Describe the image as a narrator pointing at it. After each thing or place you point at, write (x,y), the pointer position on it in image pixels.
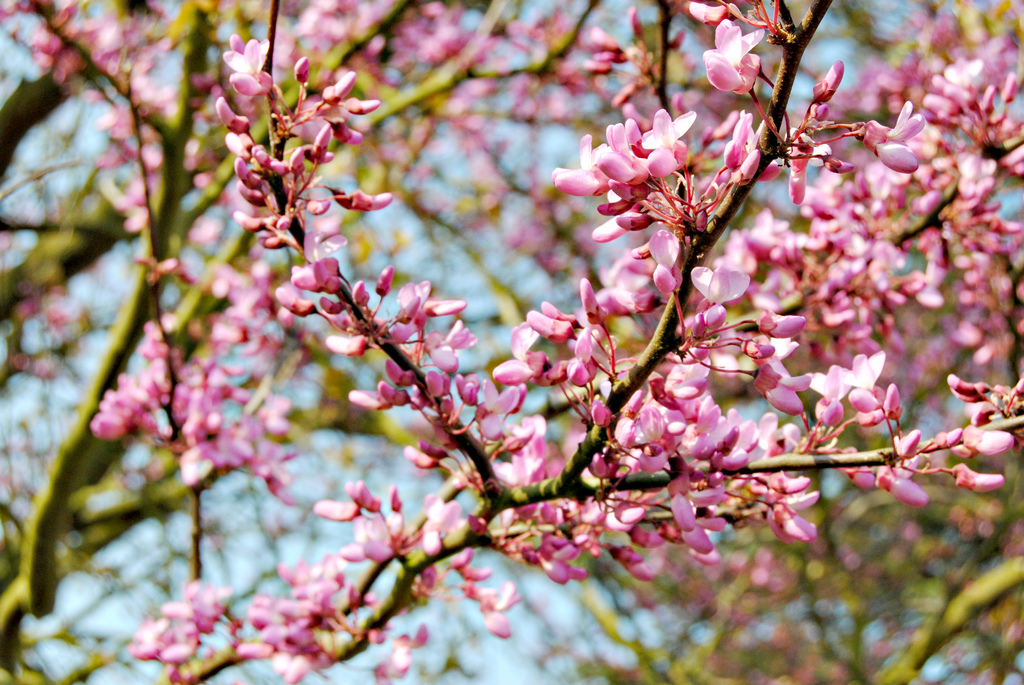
We can see flowers (447,506), buds (349,489) and branches (576,453). In the background (462,497) we can see sky (487,555).
